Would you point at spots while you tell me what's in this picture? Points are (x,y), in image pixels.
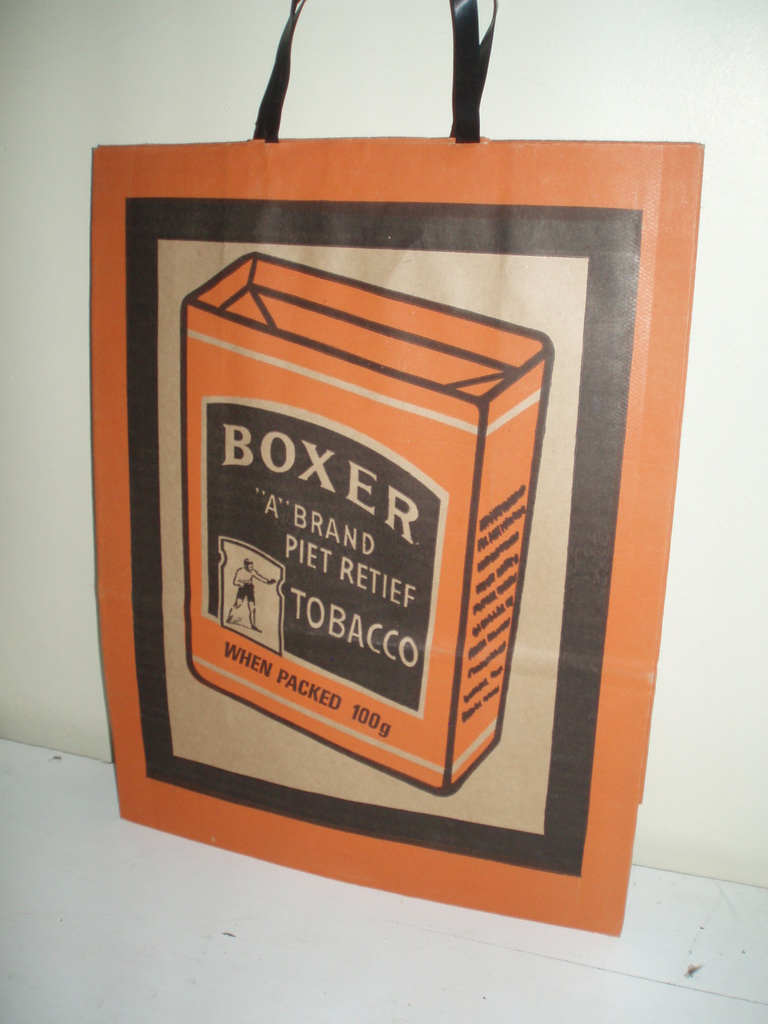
In this image i can see a bag (515,385) at the background (387,24) there is a wall (304,94).
